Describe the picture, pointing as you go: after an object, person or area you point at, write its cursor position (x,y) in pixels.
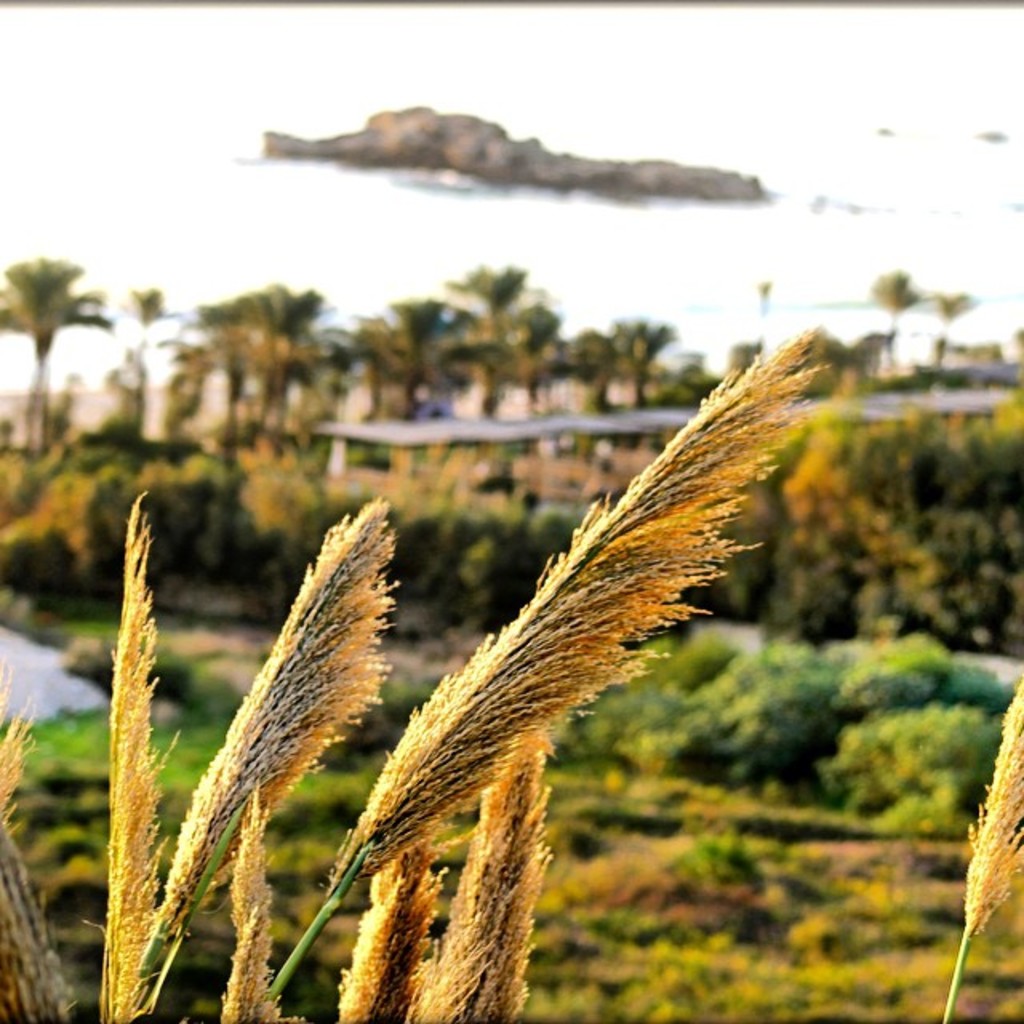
This picture shows few trees (969,571) and we see water (543,248) and a rock (607,172).
